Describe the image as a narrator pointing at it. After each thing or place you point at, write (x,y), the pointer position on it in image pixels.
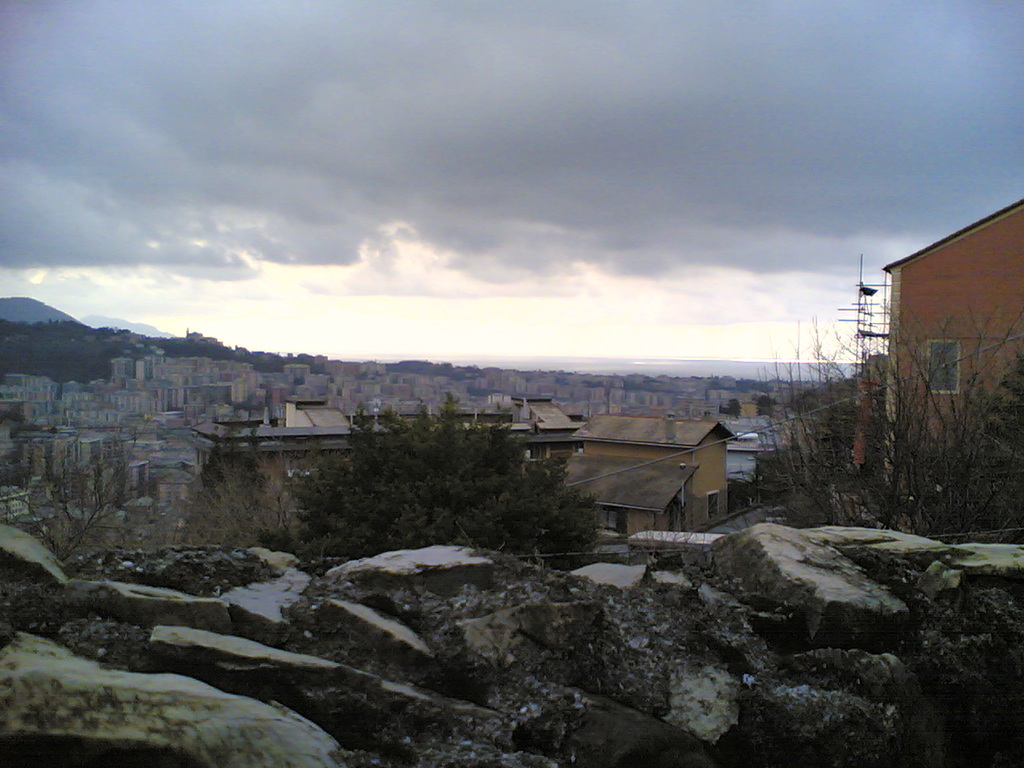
In this image, there is an outside view. There are some buildings (522,391) in the middle of the image (346,380). There is a tree (252,471) beside rocks (379,584). In the background of the image (804,144), there is a sky (800,158).
